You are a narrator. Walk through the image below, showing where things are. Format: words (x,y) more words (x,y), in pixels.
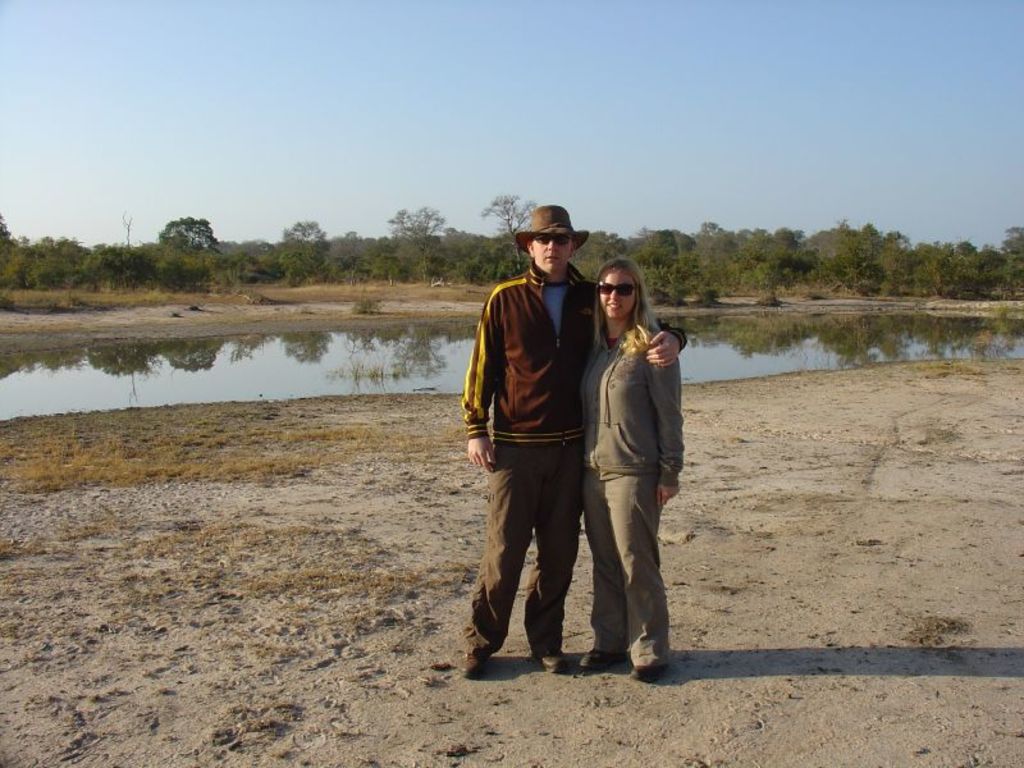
There is a man (540,418) and woman (588,500) standing. Man (573,419) is wearing goggles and hat (560,222). Woman (616,282) is wearing goggles (629,291). In the back (316,365) there is water (786,340), trees (856,272) and sky (468,85).
